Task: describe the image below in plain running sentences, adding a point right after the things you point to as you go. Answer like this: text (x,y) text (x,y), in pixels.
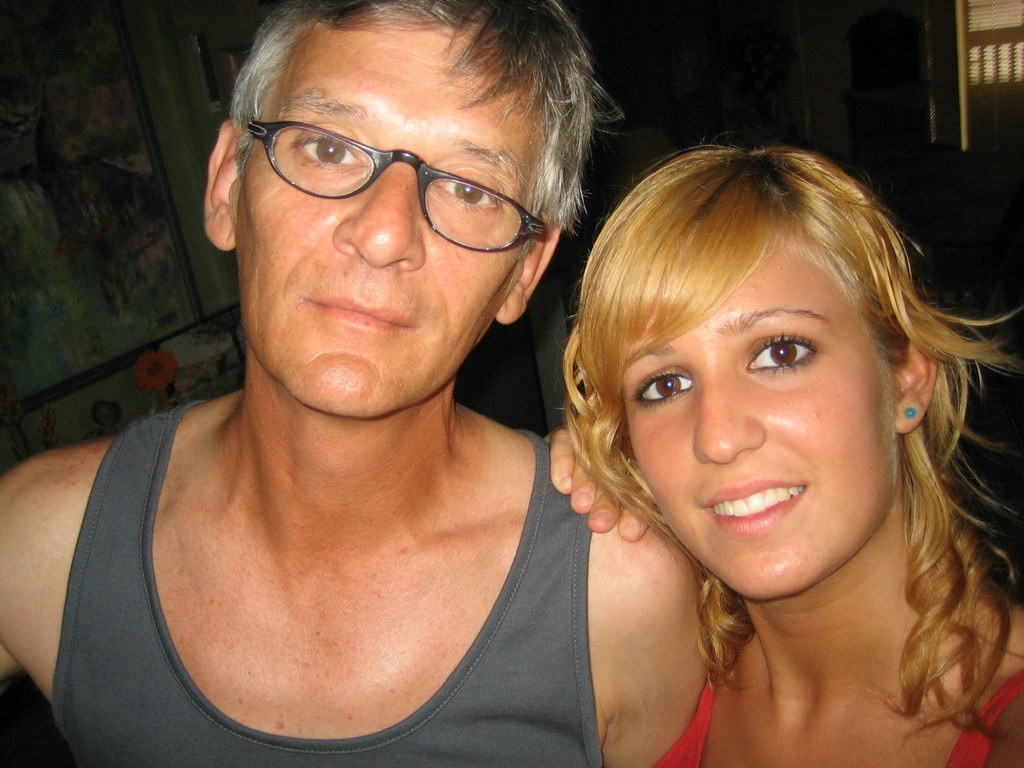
In the foreground of this picture (282,318) we can see the two persons (699,505) seems to be standing. In the background (960,92) we can see many other objects (1003,94).
